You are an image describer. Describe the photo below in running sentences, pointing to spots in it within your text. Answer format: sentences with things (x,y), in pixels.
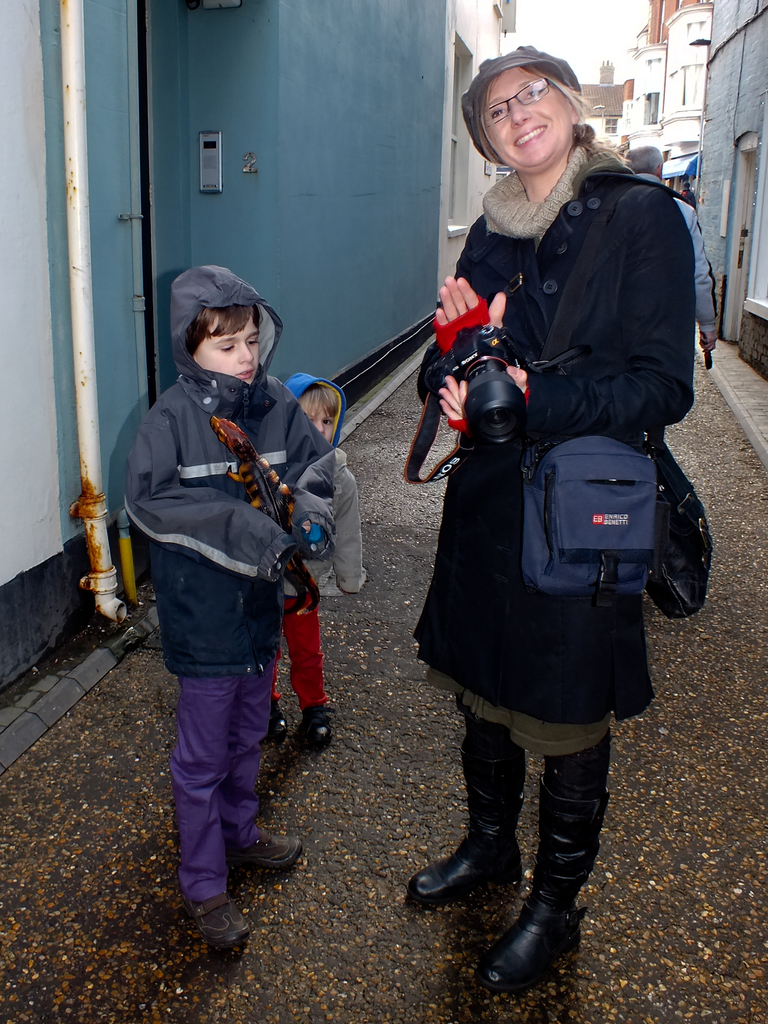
In the image we can see there are people (258,433) who are standing on road (707,485) and a woman (456,406) is holding camera (500,397) in her hand (463,389).
